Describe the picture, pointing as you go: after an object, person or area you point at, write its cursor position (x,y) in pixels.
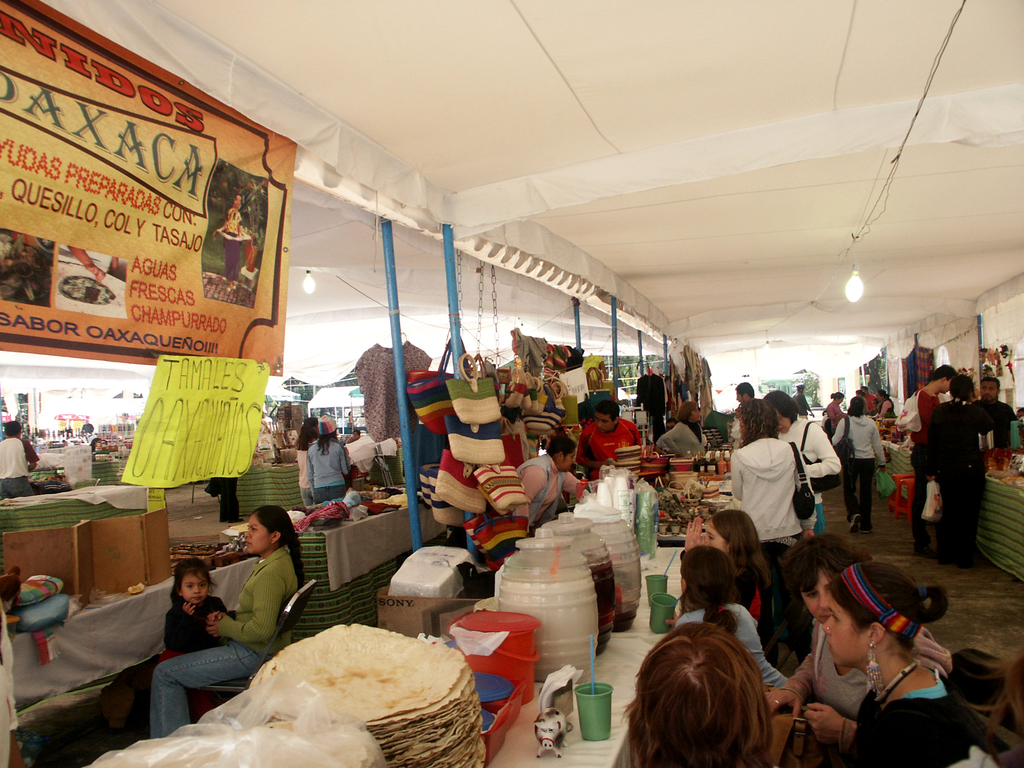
In this image I can see the group of people (642,742) and few people (912,709) are standing and few people (948,660) are sitting. I can see few food items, jars (606,569), glasses (586,718), cardboard boxes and few objects (487,659) on the tables (262,478). I can see few clothes (391,423), bags (512,409) are attached to the poles (455,330). I can see few poles (449,249), lights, banners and the cloth ceiling (759,62).
